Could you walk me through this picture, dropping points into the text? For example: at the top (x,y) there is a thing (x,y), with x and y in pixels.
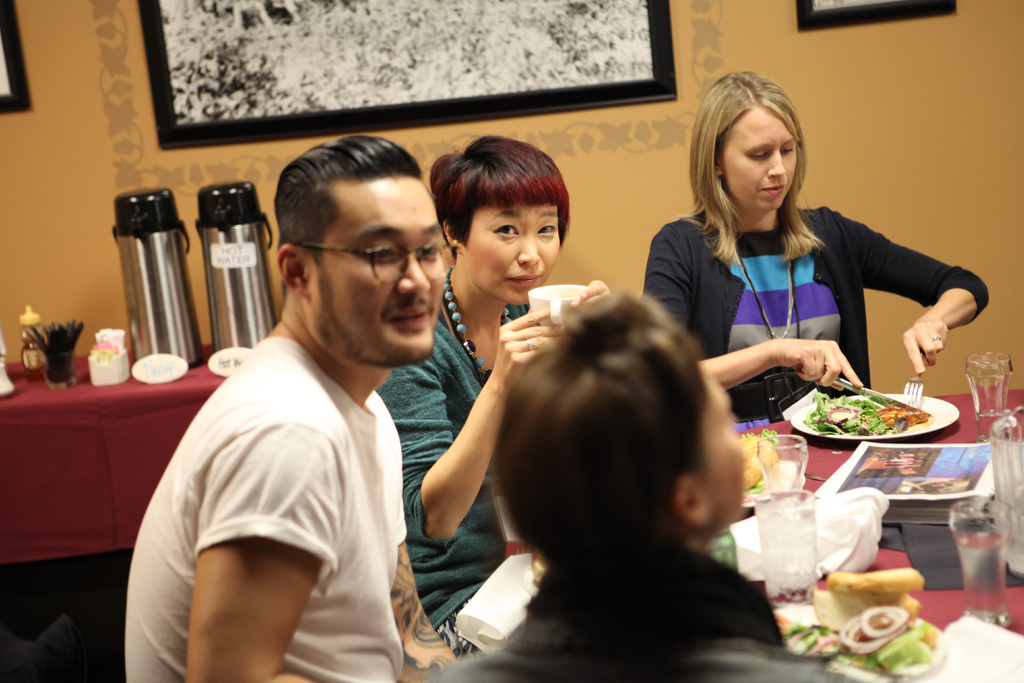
In the middle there is a table (916,442) on the table (983,510) there is a glass (985,392), plate (930,408), paper (911,465) and some food items (857,411). In the middle (665,259) there is a woman (778,293) she wear black jacket (862,267), her hair (708,199) is small. In the middle (623,413) there is a person (600,627). On the left (320,472) there is a man (342,481) and woman (446,458), woman (449,449) is drinking something, man (384,318) is staring at a person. In the back ground (176,309) there is a table (128,393) on that table (79,429) there is a bottle (39,356), jugs (163,288) and some other items (116,354). In the background (547,58) there is a wall (134,114) and photo frame (360,103).
